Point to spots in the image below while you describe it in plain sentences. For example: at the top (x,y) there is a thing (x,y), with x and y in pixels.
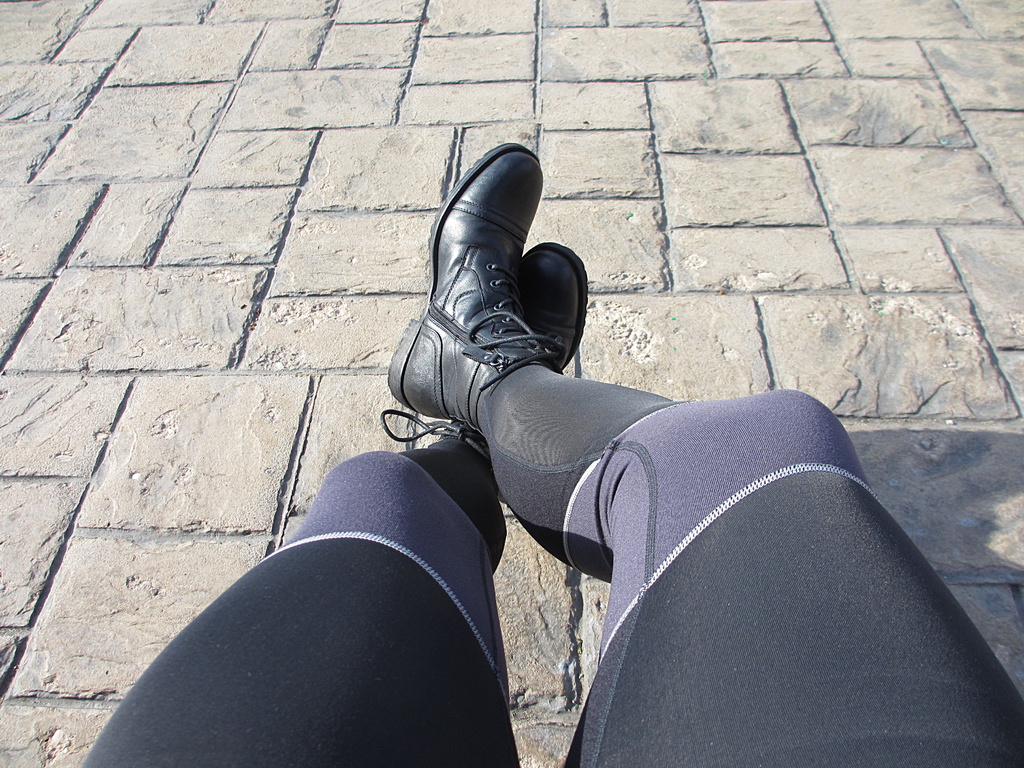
In the picture we can see the legs (565,557) of a person (537,320) and the person (468,356) wore a black shoe (468,356). There is a floor (731,281).
